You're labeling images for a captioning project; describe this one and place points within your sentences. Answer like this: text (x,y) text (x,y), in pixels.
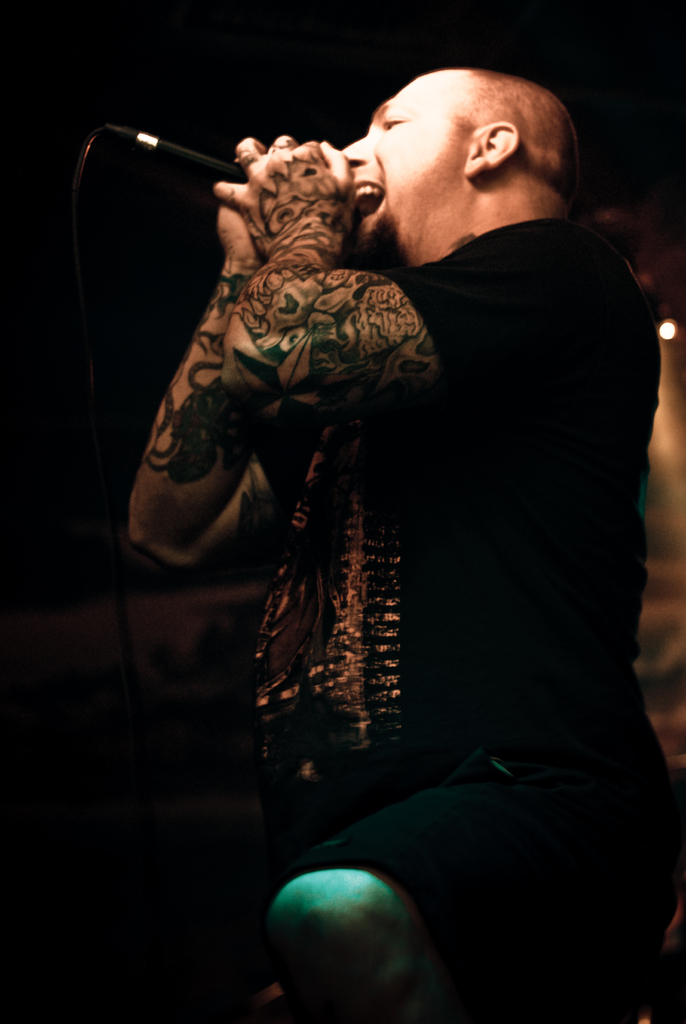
In this image it seems like a man (527,721) is holding the mic (232,181) and singing.
